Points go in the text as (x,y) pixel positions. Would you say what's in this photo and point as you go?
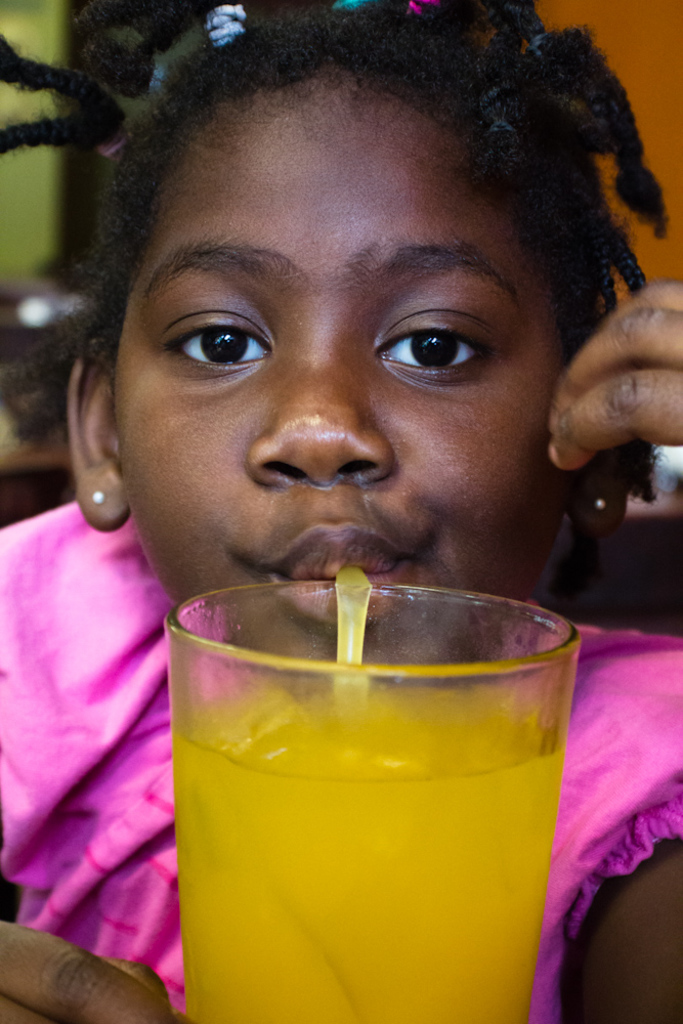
This image consists of a girl (126,260). There is a glass (301,771) in front of her. She is drinking something.
